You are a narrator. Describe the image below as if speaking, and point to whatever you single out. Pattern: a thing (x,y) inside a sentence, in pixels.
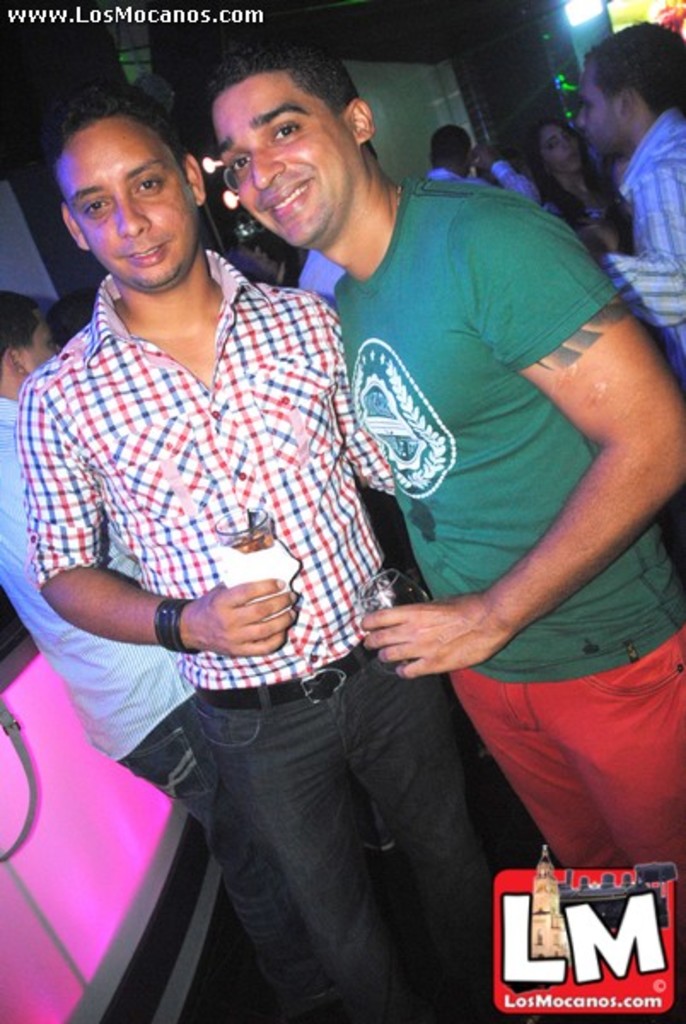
In this image I can see two people (401,489) standing and posing for the picture with glasses (246,513) in their hands (439,622). I can see some other people (69,332) behind them. In the top left corner (23,14) and in the bottom right corner (632,948) I can see some text (603,938).
